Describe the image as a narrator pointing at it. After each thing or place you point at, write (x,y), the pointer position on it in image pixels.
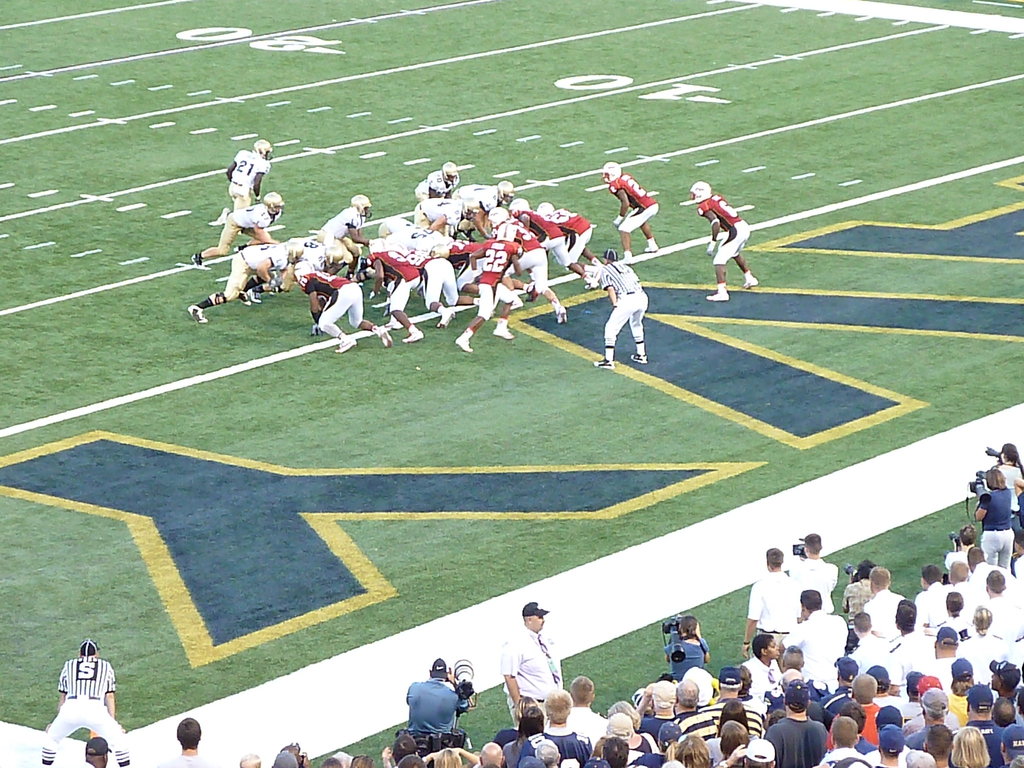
In this image there are group of people (950,731) at the right bottom of the image (928,609). Few people (937,635) are standing and few persons (1001,502) are holding camera (467,688). At the middle of image (386,269) there are group of people (503,292) are playing game on a grassy land (414,381).
